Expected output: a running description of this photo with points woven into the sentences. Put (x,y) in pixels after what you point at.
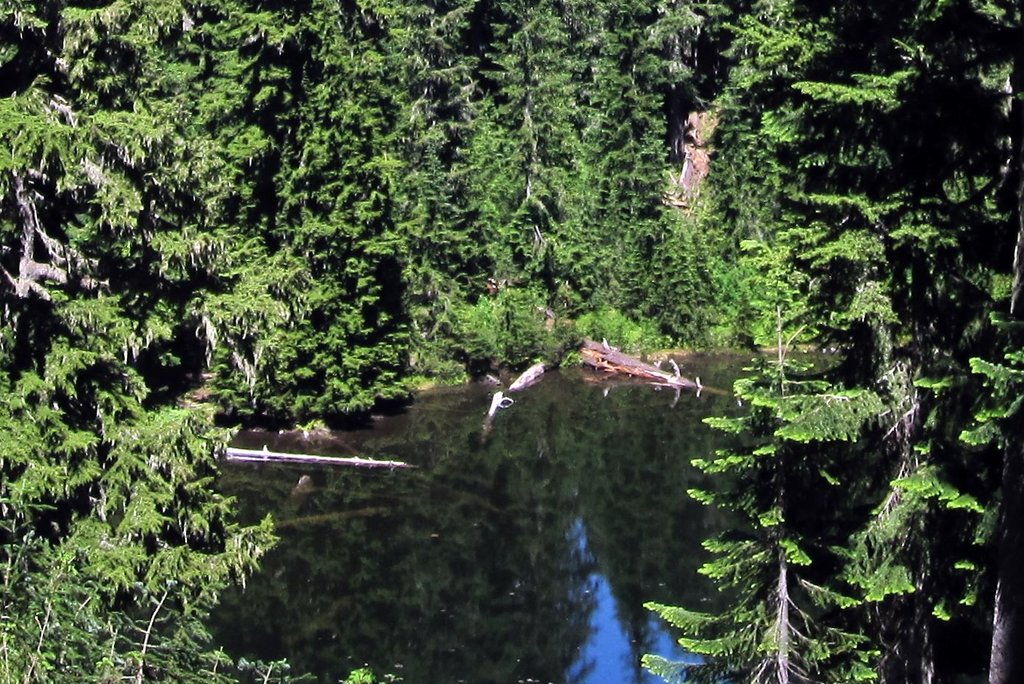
There is a pond (493,497) at the bottom of this image (551,598) and there are some trees (682,336) in the background (473,334).
